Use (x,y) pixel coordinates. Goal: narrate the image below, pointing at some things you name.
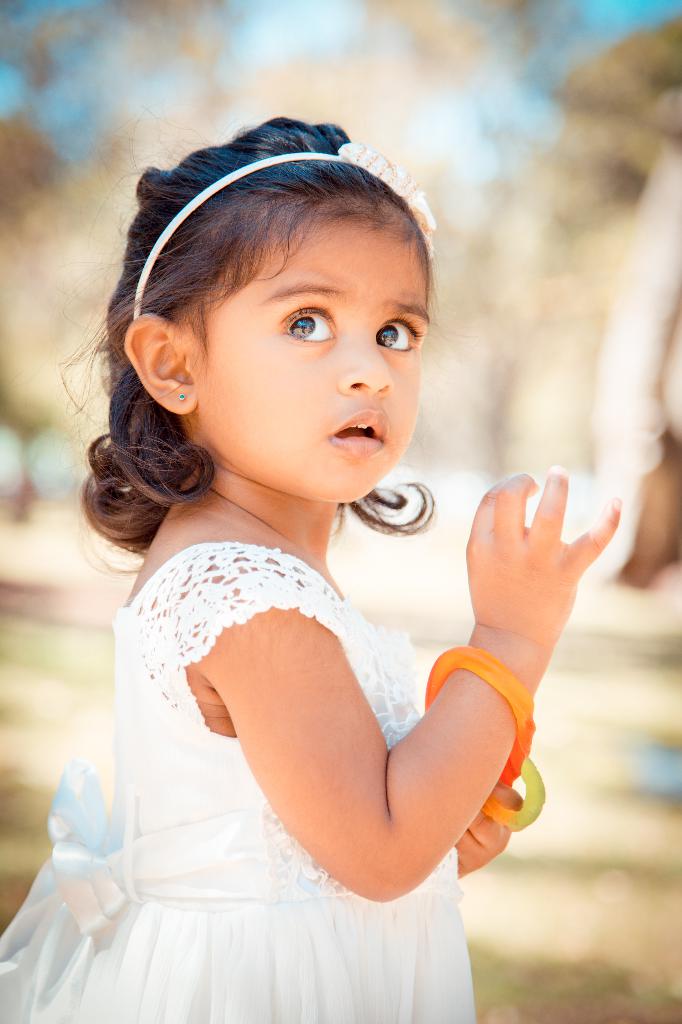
In this image we can see a girl child (225,560). She is wearing bangles (523,754) and hair band (288,160). In the background (474,197) it is blur.
